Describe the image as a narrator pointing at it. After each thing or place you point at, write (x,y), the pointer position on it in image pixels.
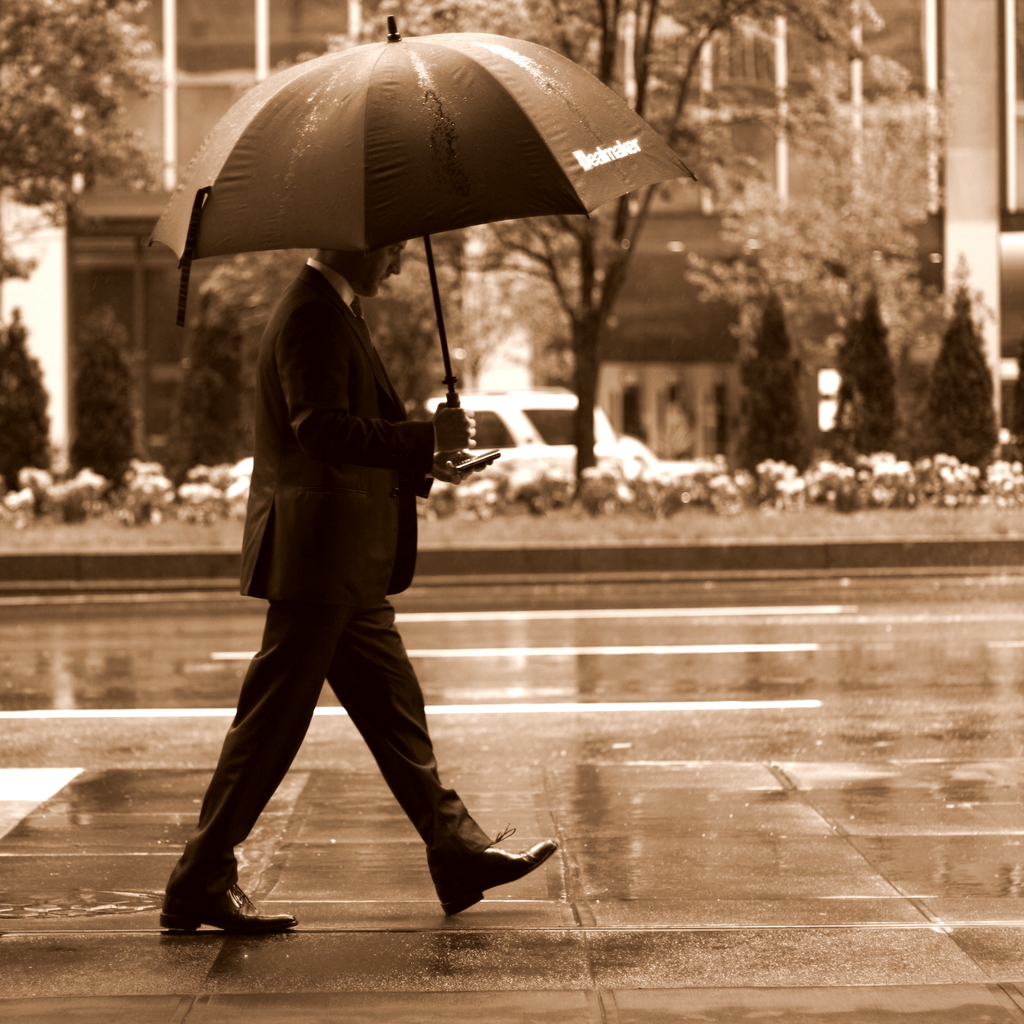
In this image there is a building (679,379) truncated, there is a vehicle (558,405), there are trees (825,274), there are trees (21,151) truncated towards the left of the image (43,256), there are plants (643,496), there is a pillar (54,383) truncated, there is a person (371,351) walking, there is a person (337,588) holding an umbrella (416,132), there is a person (462,447) holding a mobile phone (480,464).
